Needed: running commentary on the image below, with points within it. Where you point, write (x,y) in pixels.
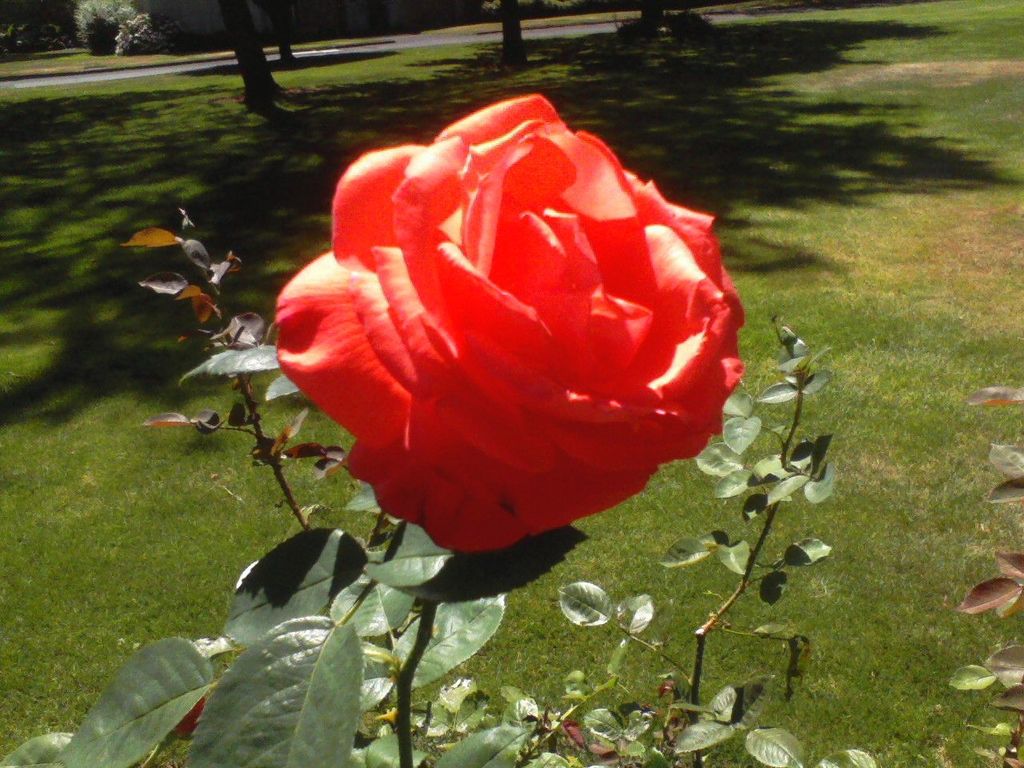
In the foreground of the picture (209,547) we can see leaves (269,666), stems (562,714), rose flower (494,374) and grass (34,483). In the background (466,66) there are trees (520,47), plants (49,45), grass (224,94) and other objects (100,78).
